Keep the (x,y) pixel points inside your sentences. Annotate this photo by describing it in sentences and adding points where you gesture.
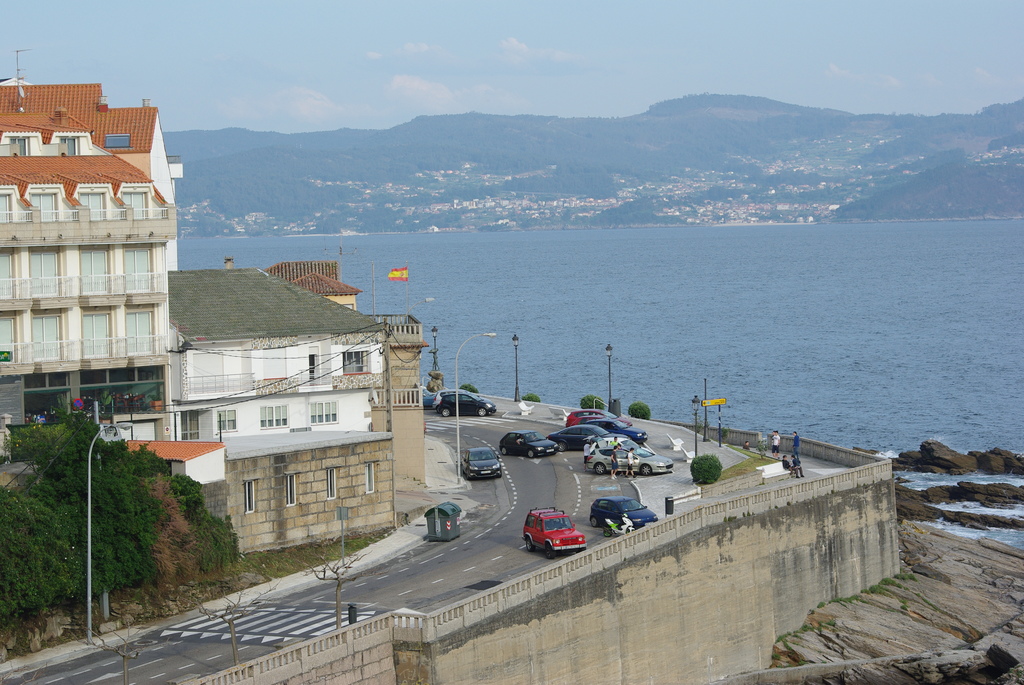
In this picture there are few vehicles (573,428) and people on the roads (611,481) and there are few buildings (253,348) in the left corner (226,323) and there are water (664,295) and mountains (520,170) in the background (570,200).
